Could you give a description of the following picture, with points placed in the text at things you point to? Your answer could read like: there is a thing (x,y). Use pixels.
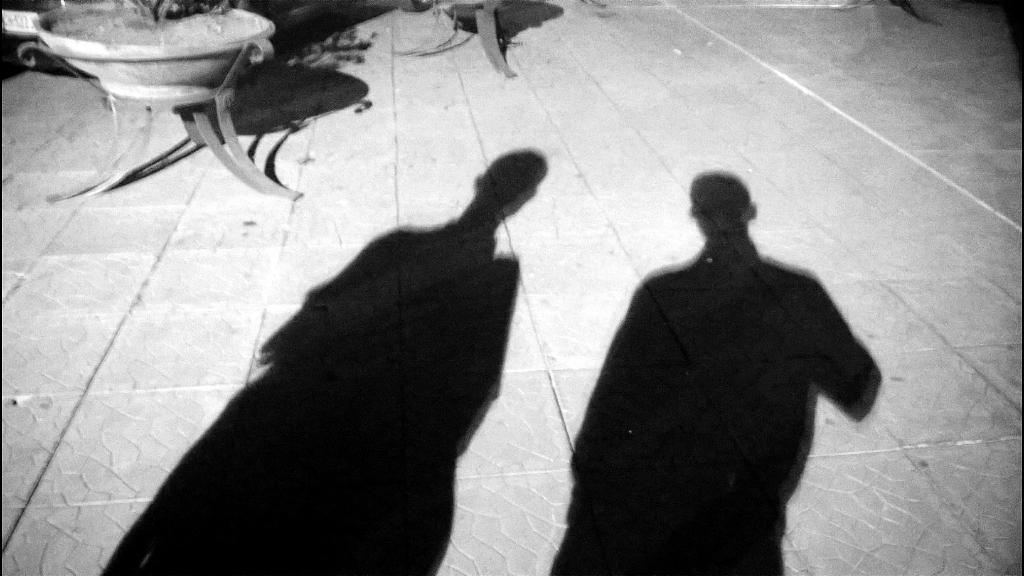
In this image, we can see the ground (53,537). We can also see some objects (264,182) at the top (246,182). We can also see the shadows (753,330) of a few people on the ground (633,323).
